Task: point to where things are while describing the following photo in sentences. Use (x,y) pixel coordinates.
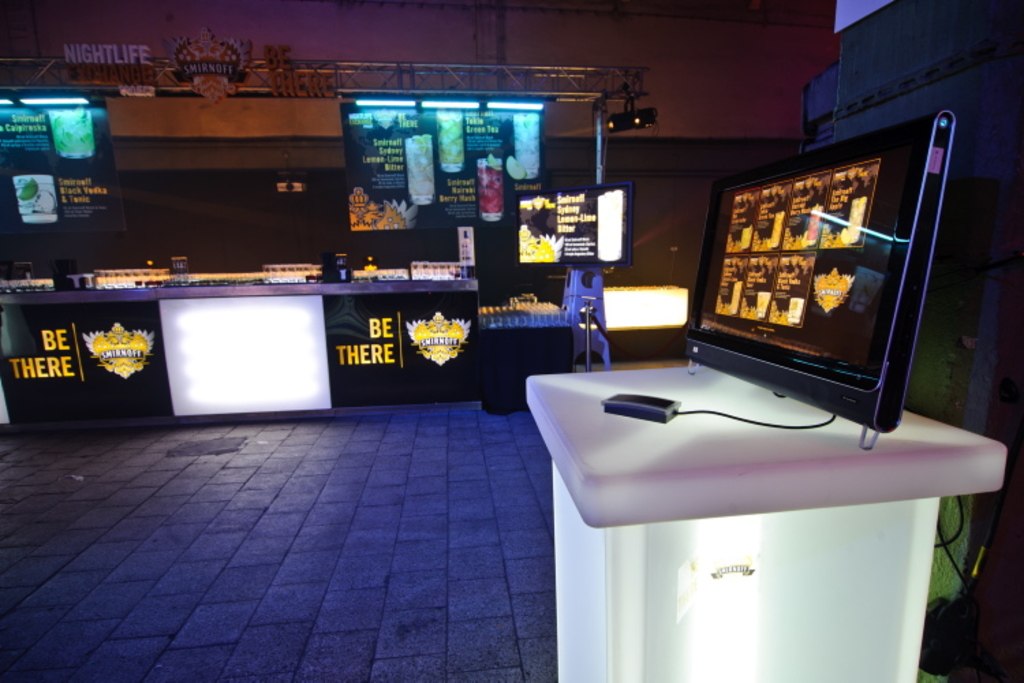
In this image I can see some objects (258,282) on the table (108,306). I can also see some text (23,369) written on it. On the right side (757,306), I can see something projected on the screen (771,279). At the top (185,83) I can see some text (289,80) written on the rods (309,81).
